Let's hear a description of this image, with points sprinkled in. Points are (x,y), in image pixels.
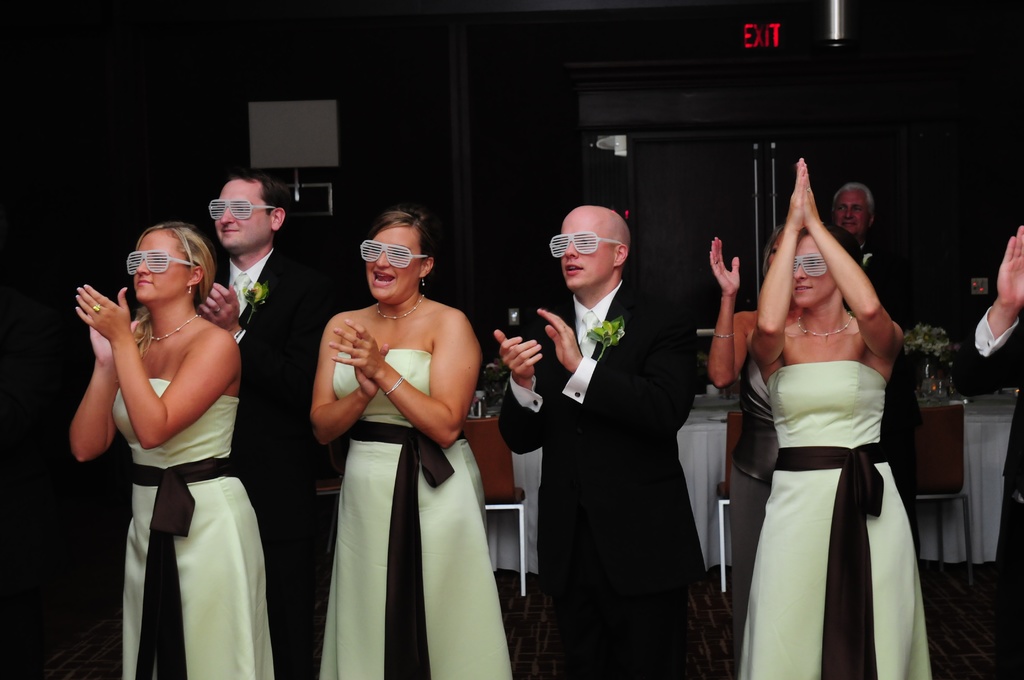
In this image we can see a group of people (352,536) wearing glasses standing on the floor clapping their hands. On the backside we can see some chairs (729,434), a table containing some glasses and plants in a pot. We can also see a wall (526,228), door (723,232), name board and a light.
